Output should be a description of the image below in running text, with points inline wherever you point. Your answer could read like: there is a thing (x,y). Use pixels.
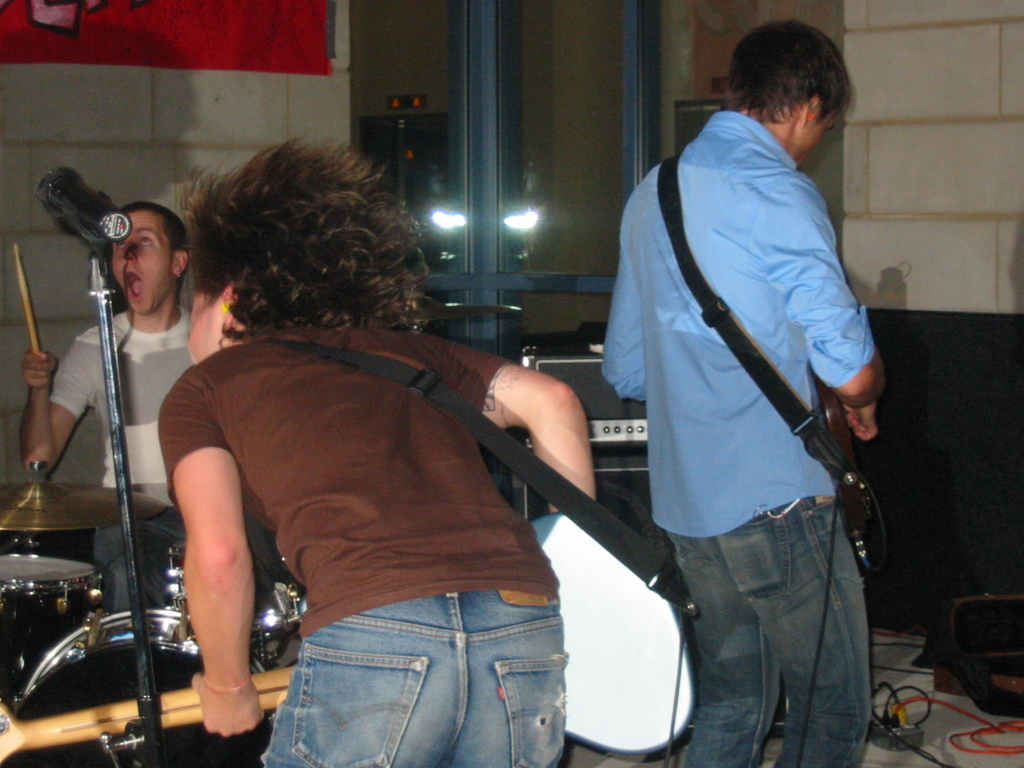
In this image I see 3 persons (34,386), who are holding the musical instruments (83,717) and these 2 (435,722) are standing. In the background (953,568) I see the wall (981,28) and a cloth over here.
